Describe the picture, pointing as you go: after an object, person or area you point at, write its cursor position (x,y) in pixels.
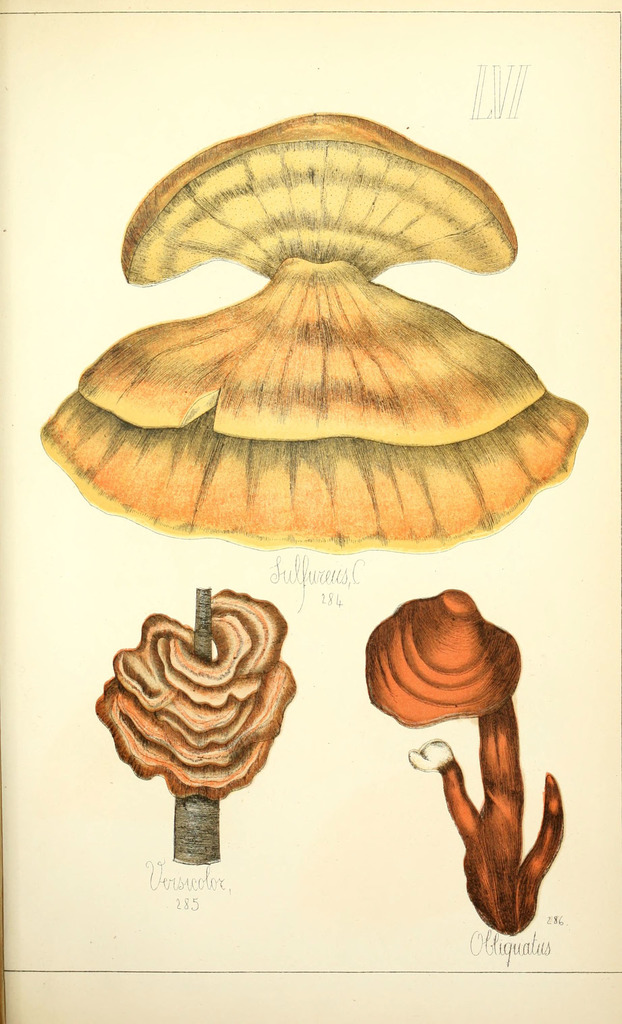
Here in this image we can see some pictures (324,240) printed on a paper (369,955).
